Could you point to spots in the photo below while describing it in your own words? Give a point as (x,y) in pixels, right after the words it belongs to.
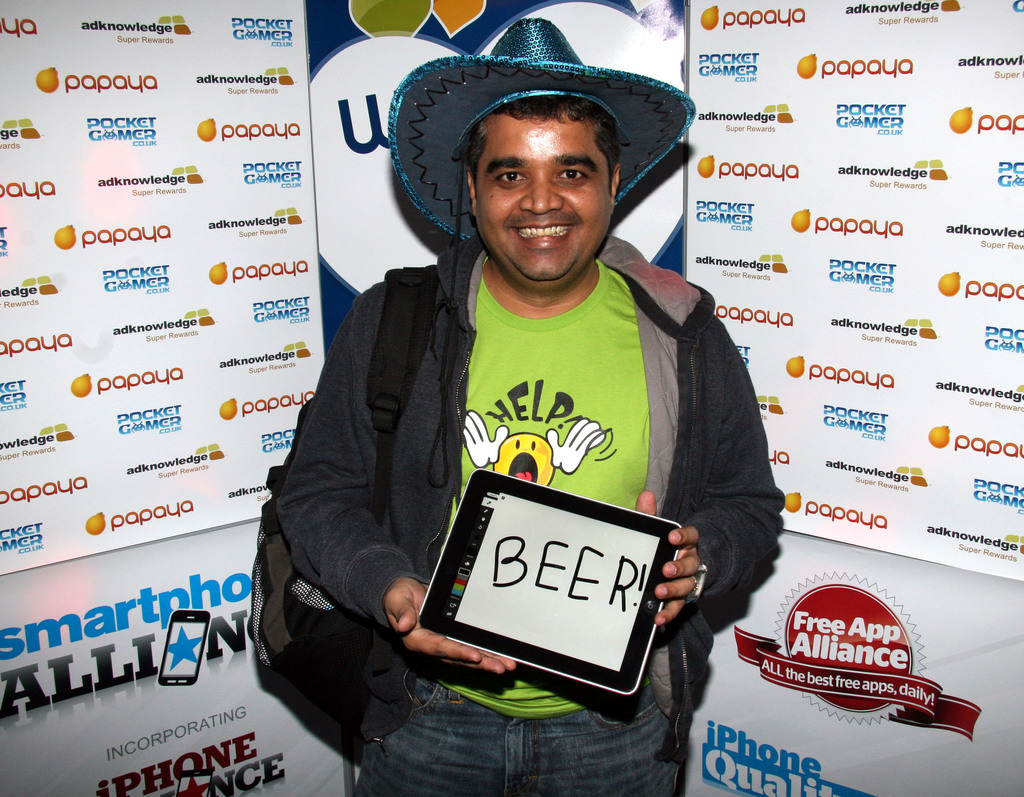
In this picture I can see a man (596,360) wearing a hat (484,92) and holding a tab (548,591). And i can see hoarding (248,482) in the background (752,197).
